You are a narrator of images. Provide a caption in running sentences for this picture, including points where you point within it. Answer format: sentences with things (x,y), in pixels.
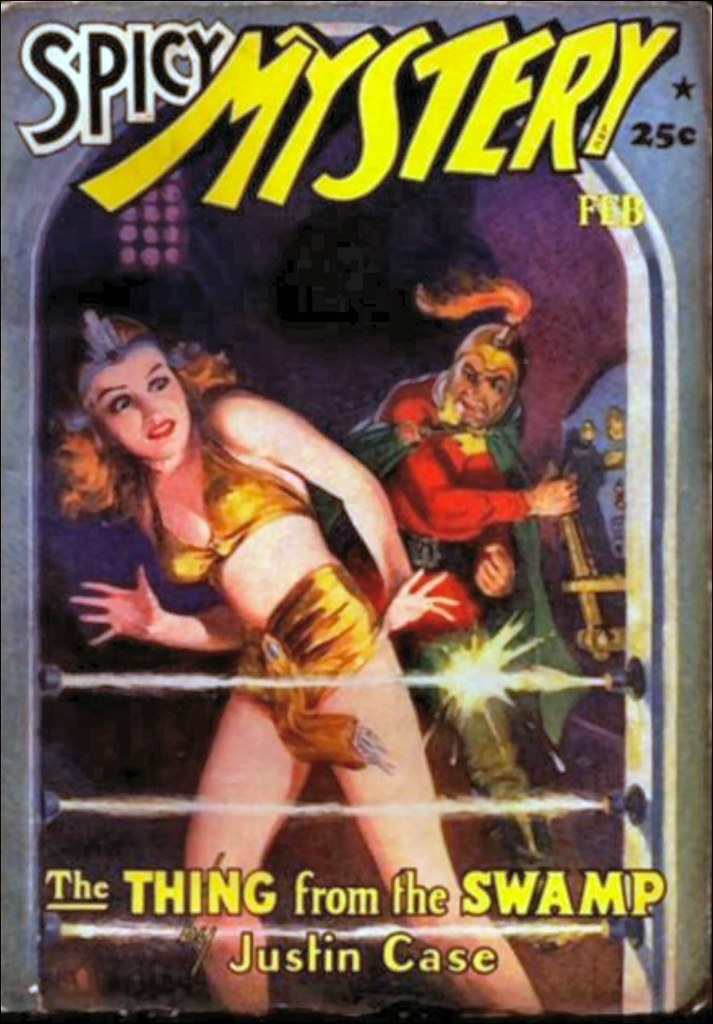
There is a poster (308,493) in the image, where we can see depiction of people (404,432) and text (210,117).
